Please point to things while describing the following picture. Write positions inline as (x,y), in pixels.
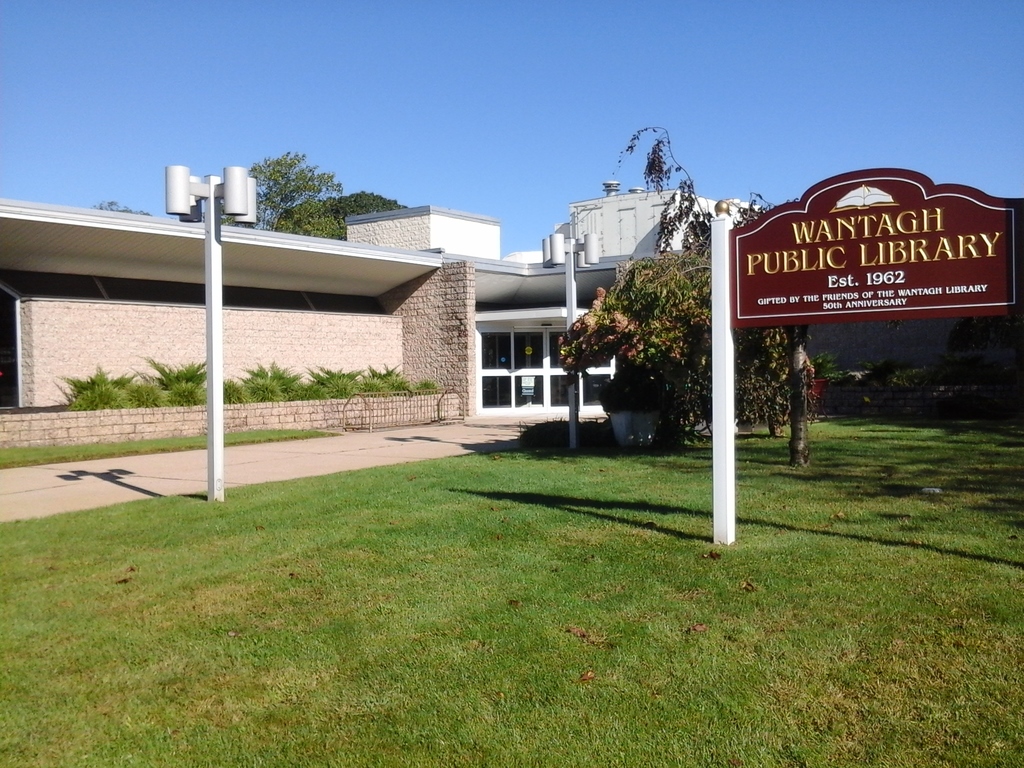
In this picture we can see the building (505,286). On the right (806,211) there is a board (776,265) which representing the name (869,231) of the building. On the left (127,416) there is a street light (207,178) near to wall (118,428). In the background (502,364) we can see the doors (595,368). Beside the board (813,251) we can see the trees (675,379) and plants (651,404). At the bottom (512,696) we can see the grass (630,725). At the top (542,62) there is a sky (505,54).
